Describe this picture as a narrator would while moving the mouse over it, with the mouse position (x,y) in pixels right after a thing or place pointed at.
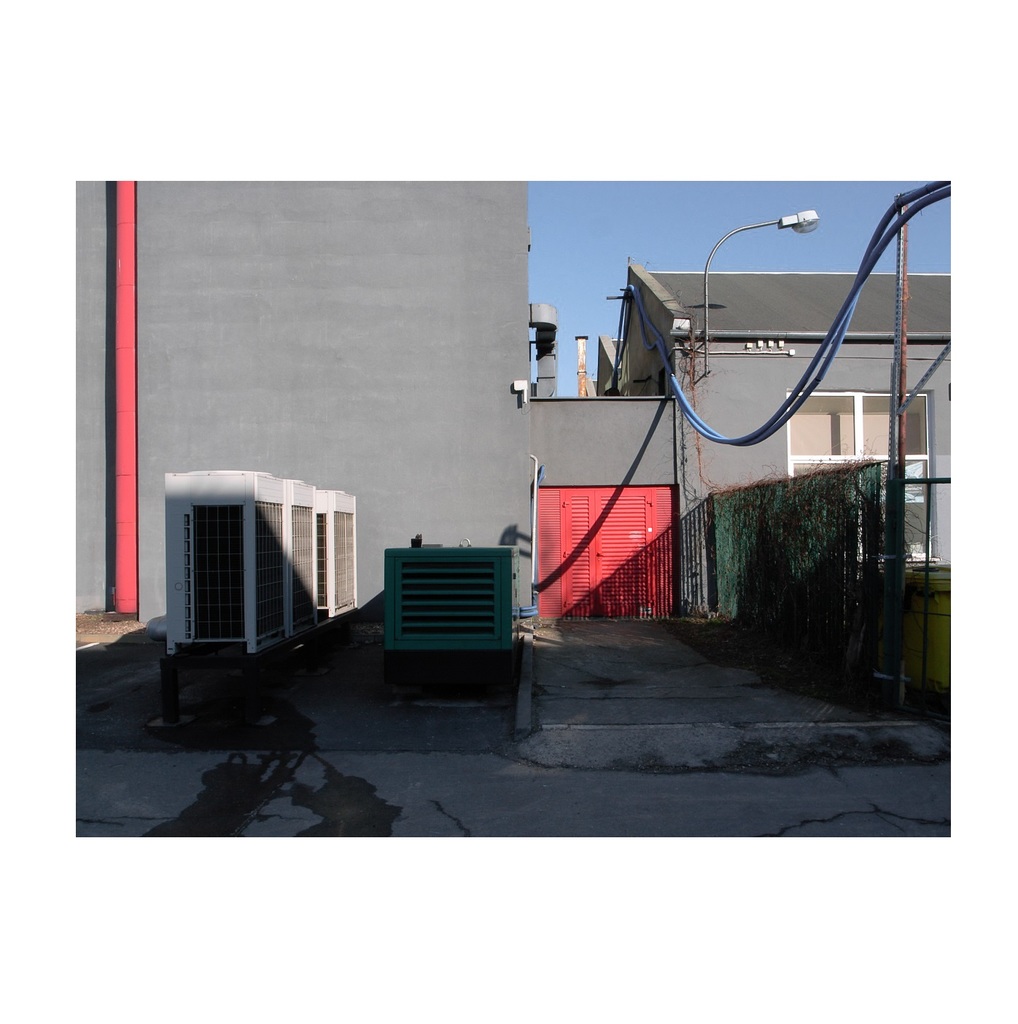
In this picture we can see the road (383,815), wall (370,382), light pole (791,219), house (729,299), fence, generator (487,625), some objects (621,309) and in the background (627,258) we can see the sky (627,240).
